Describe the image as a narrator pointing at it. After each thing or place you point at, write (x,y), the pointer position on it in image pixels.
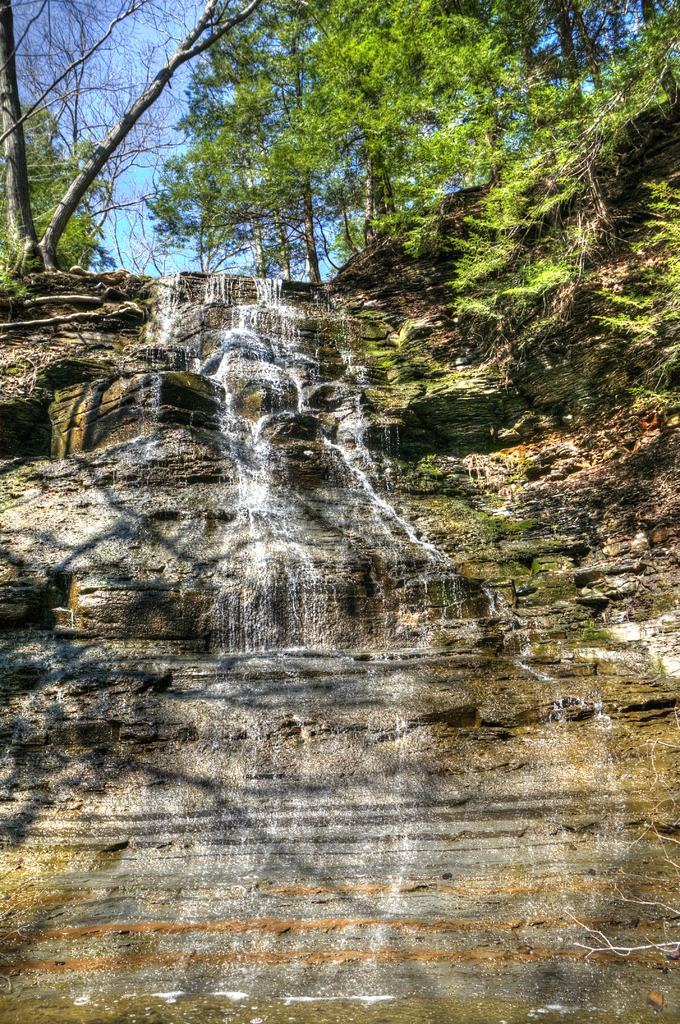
In this image there is waterfall (302,548) from the rocks (294,450). Background (281,140) there are few plants (4,228) and trees (178,199). Behind there is sky (136,191).
